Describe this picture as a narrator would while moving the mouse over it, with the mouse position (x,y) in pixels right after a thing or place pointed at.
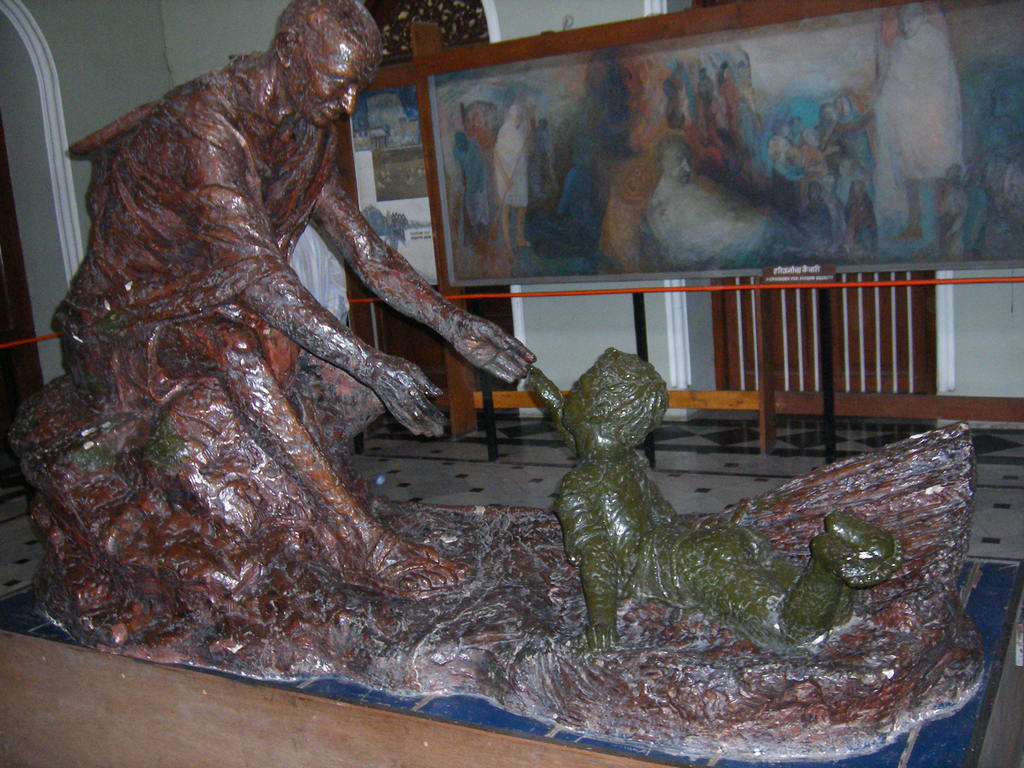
As we can see in the image there are statues (366,369), white color wall (165,60) and banners (654,144).
